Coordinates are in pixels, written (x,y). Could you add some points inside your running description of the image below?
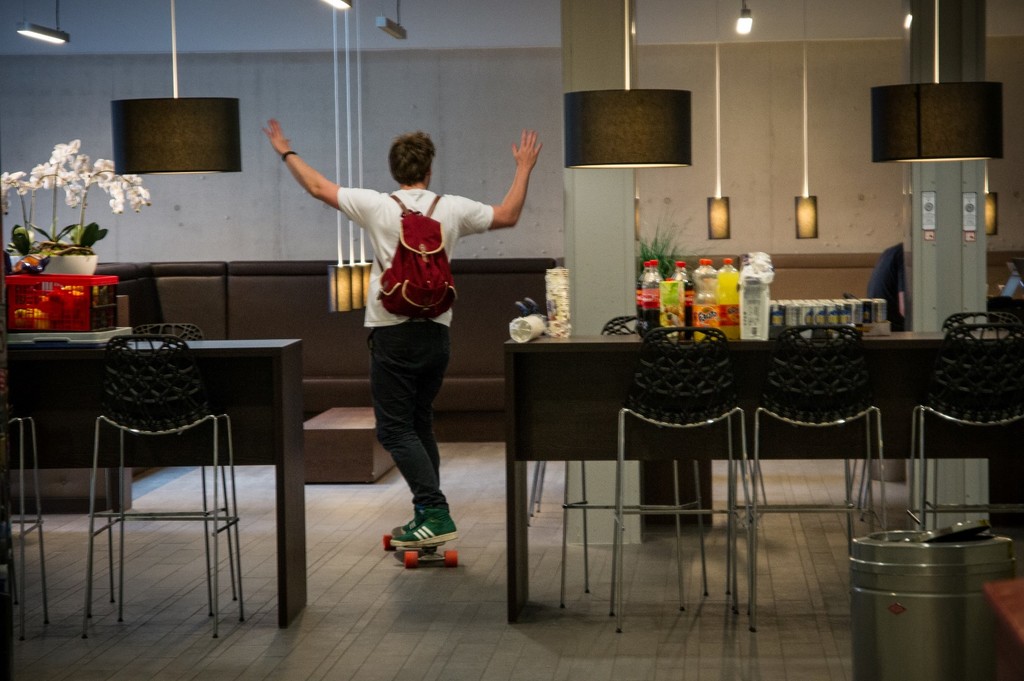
In this picture there is a man (403,544) skating on a skateboard (425,556) holding a bag (426,273) on his shoulders (423,199). There are some tables (562,340) of with some bottles (645,280) are placed and there are some chairs (129,407). There is a flower pot (38,231) on the left side (50,250) in the background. There is a wall (250,191) and lamp (166,136) here.
